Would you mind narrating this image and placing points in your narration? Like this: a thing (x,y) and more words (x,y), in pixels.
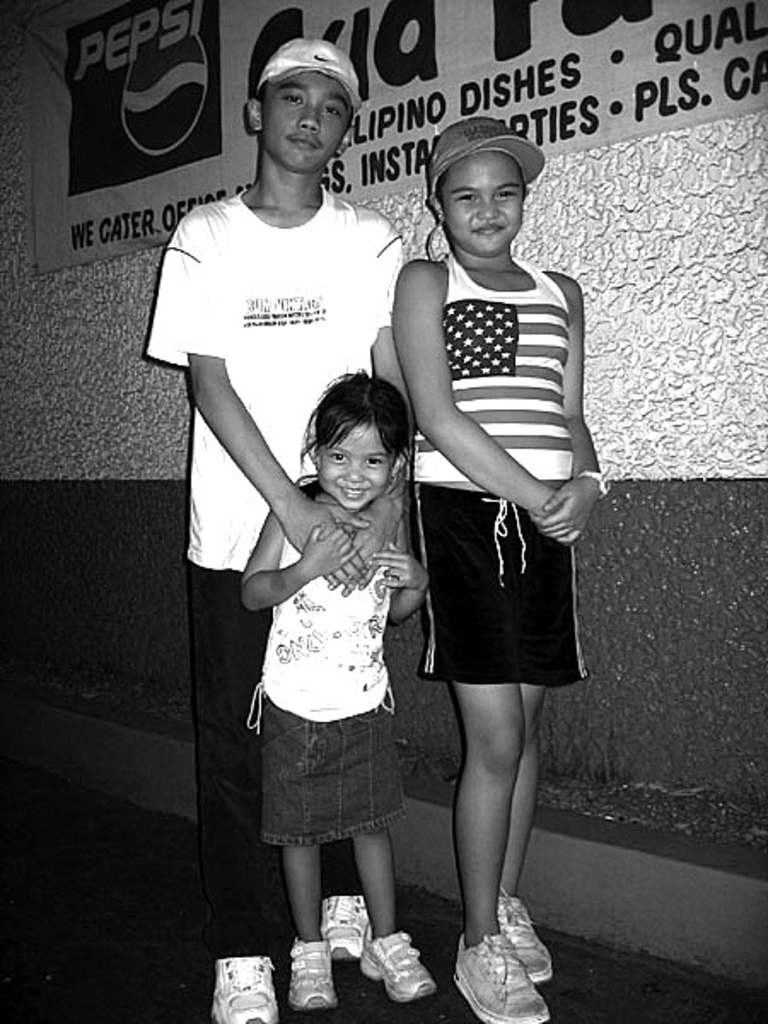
In this image I can see three people (244,482) are standing. I can also see smile (363,489) on few faces (462,199) and I can see two of them are wearing caps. In background (680,20) I can see a board (35,93) and on it I can see something is written. I can also see this image is black and white in colour.
